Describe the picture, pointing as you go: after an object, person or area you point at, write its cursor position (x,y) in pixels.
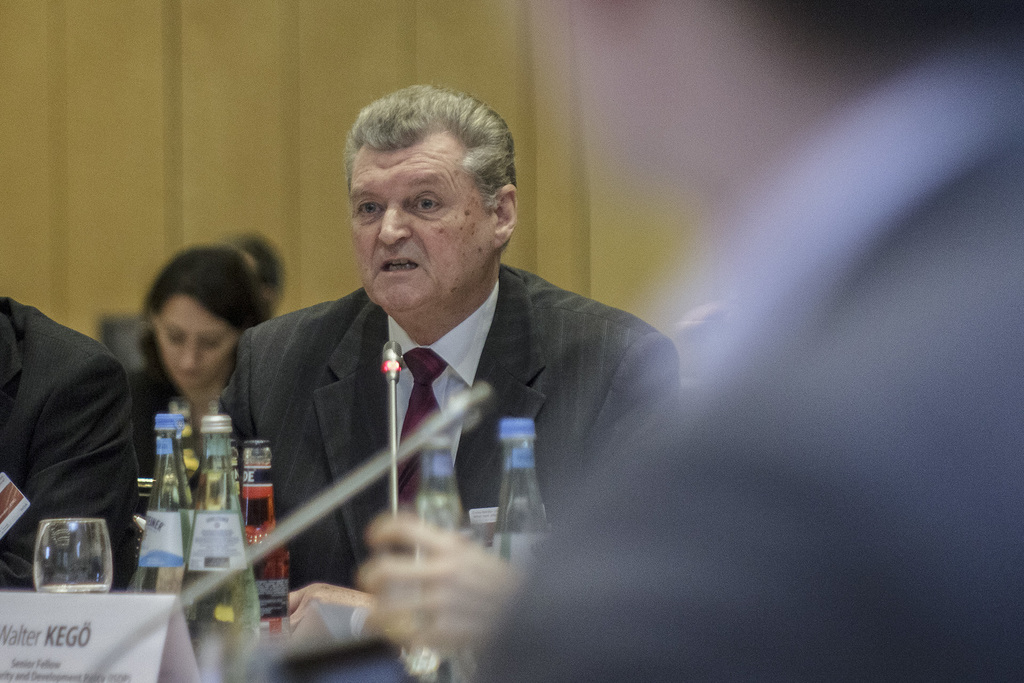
In this image we can some group of persons (231,406) sitting, most of them wearing suits (341,383), in the foreground of the image (424,442) there are some bottles (155,516), glasses (83,541) and microphones (207,577) on table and in the background of the image (282,109) there is a wall (282,109).
